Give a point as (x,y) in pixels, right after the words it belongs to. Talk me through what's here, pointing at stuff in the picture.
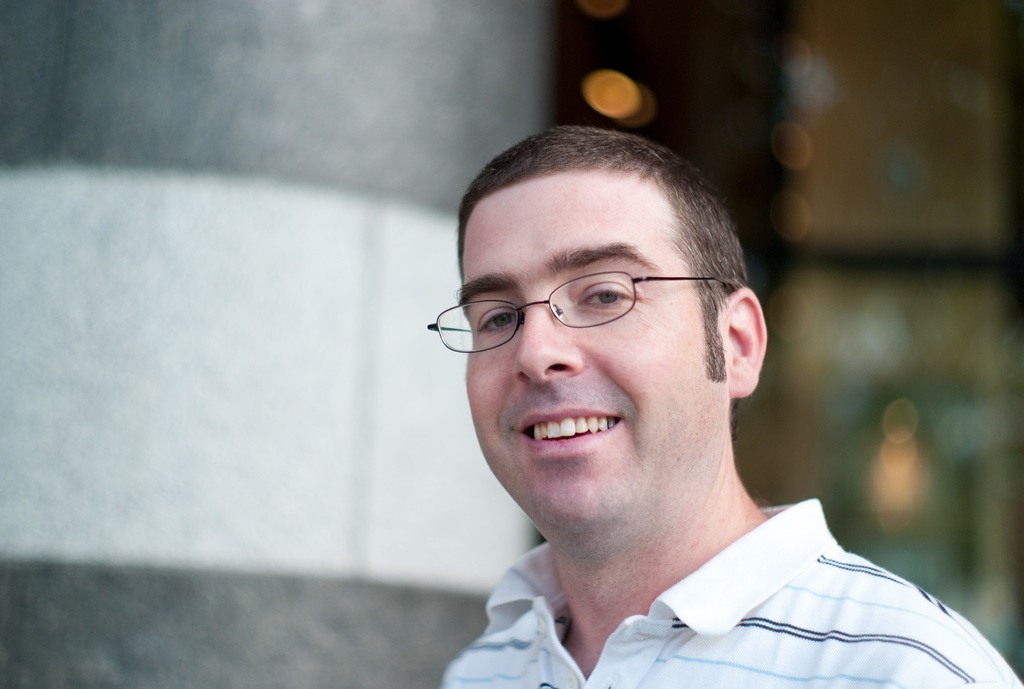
In this image I can see a person (663,527) wearing white colored t shirt (749,606) and black colored spectacles (586,292) is smiling. I can see the blurry background (849,405).
